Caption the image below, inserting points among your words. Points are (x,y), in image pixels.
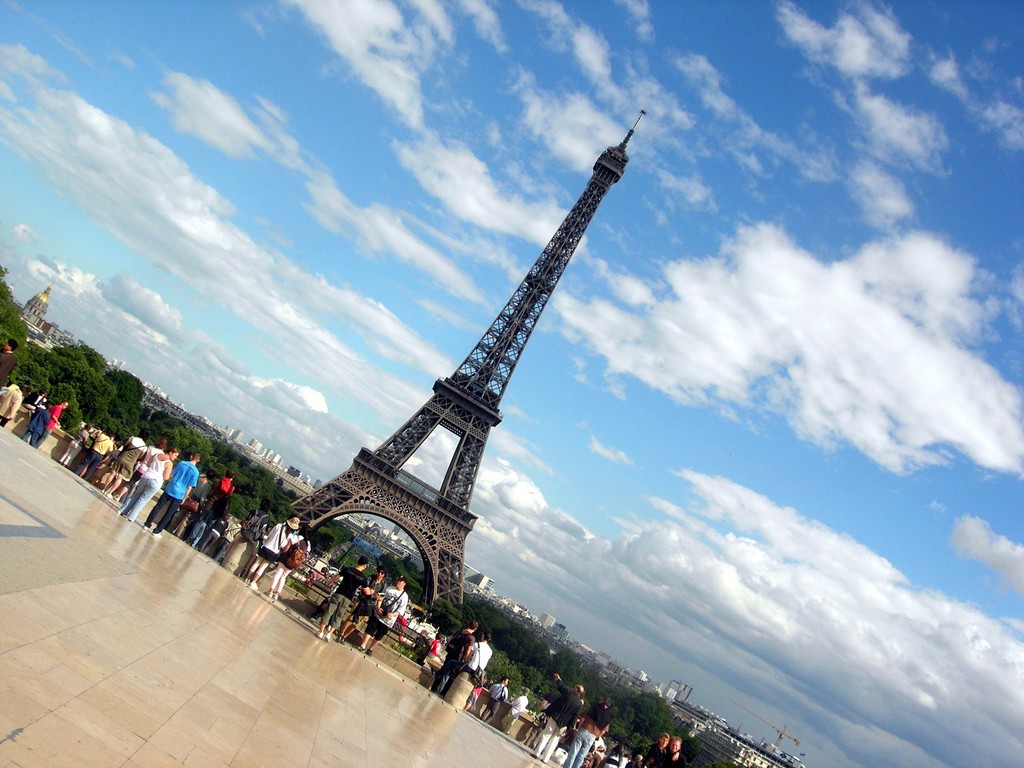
This picture is clicked outside the city. In the foreground (194,597) we can see the group of people (494,702) seems to be standing on the ground (287,621). In the center (494,340) there is a tower (483,359). In the background (399,159) there is a sky (730,633) with the clouds (502,505) and we can see the buildings (311,487) and the trees (628,730).
